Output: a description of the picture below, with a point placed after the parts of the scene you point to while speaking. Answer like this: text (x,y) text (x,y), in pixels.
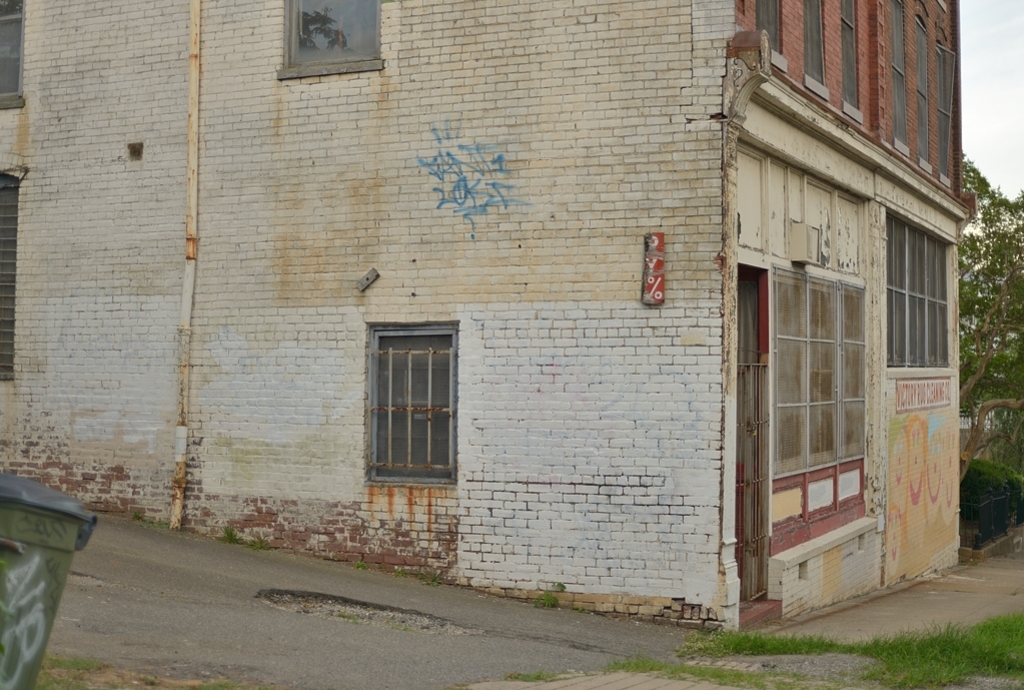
In this image we can see a building (676,279), and object (662,275) and a pipe (181,463) attached to the building (212,19), there is an object (48,568) looks like a trash bin (48,568) on the ground (145,674) and there are few trees (979,240) beside the building (927,508) and the sky (986,83) in the background (972,65).
